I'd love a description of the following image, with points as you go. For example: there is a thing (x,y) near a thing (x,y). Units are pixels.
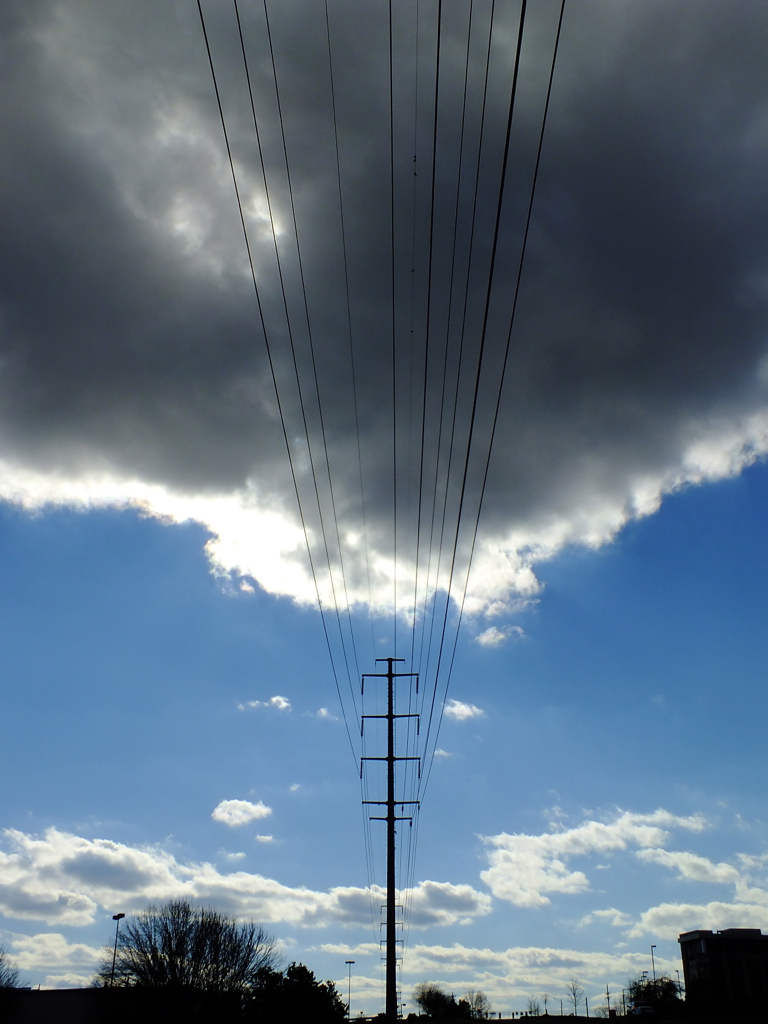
In this image there are poles (389,881) connected with wires (414,618). Bottom of the image (183,972) there are trees (281,994) and buildings (730,955). Background (190,894) there is sky (487,701) with some clouds (347,411).
